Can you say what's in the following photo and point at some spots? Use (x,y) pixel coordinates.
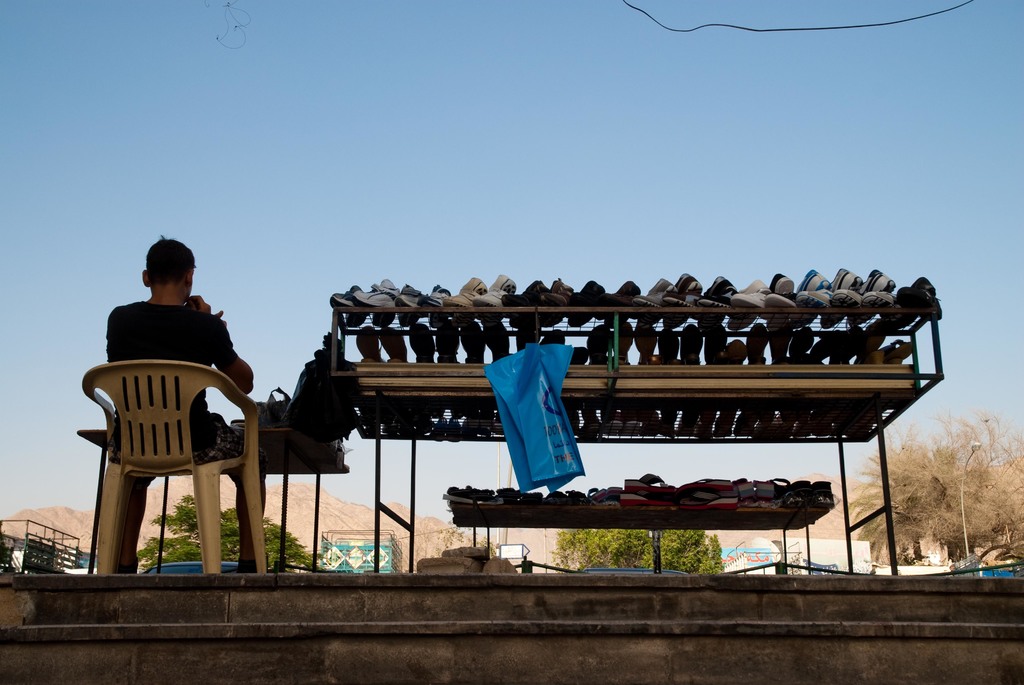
On the left (165,333) there is a man (177,346) he wear black t shirt (195,352) and shorts (217,450). he is sitting on the chair (154,378), in front of the man (237,450) there is a table (290,460). In the middle (599,387) there is a table (624,372). In the background (3,87) there is a hill (334,508), tree (602,553) and sky (628,137).
